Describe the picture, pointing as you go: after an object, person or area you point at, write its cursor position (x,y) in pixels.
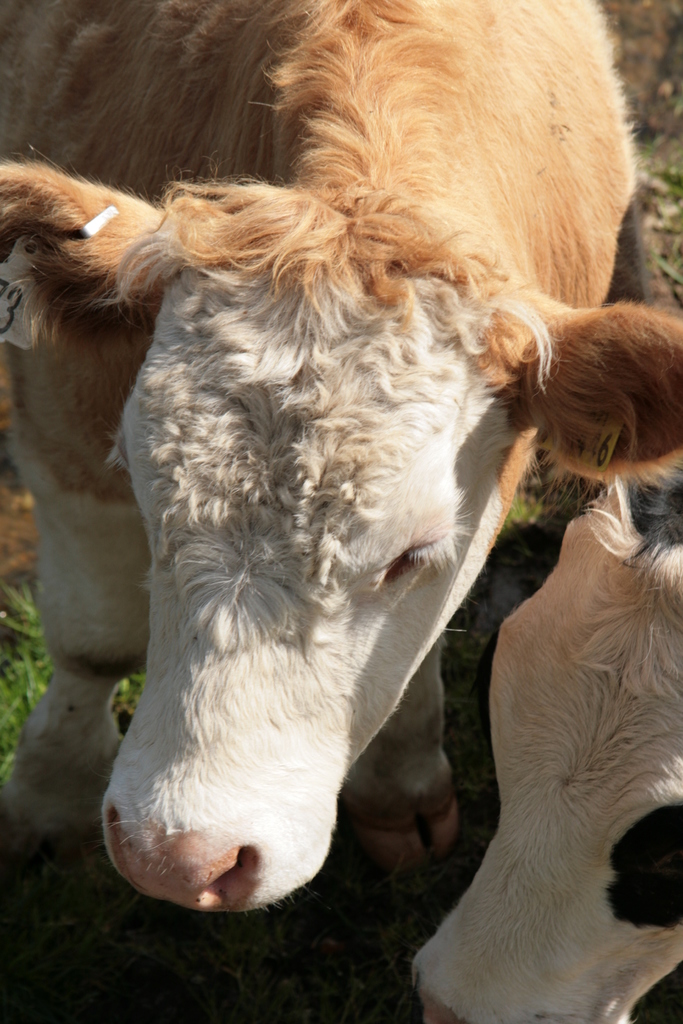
There are animals (481,363) on the grassland (507,567) in the image.
